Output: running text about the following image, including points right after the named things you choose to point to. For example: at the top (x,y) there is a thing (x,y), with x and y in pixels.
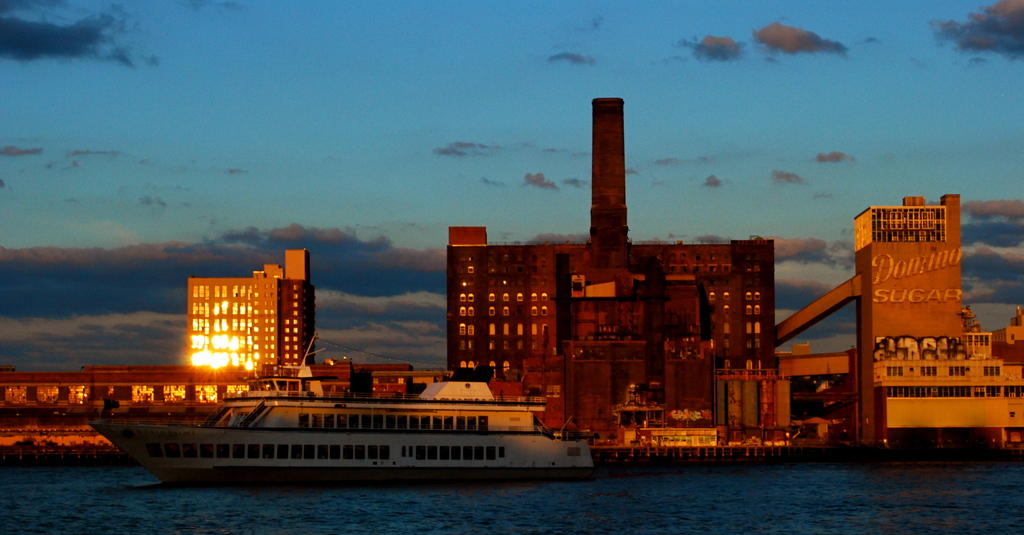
In this picture there are buildings (591,326) and there is text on the building (997,397) and there is ship (520,464) on the water (780,501) and there is a railing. At the top (555,128) there is sky (460,87) and there are clouds (458,146). At the bottom (55,495) there is water (425,484).
